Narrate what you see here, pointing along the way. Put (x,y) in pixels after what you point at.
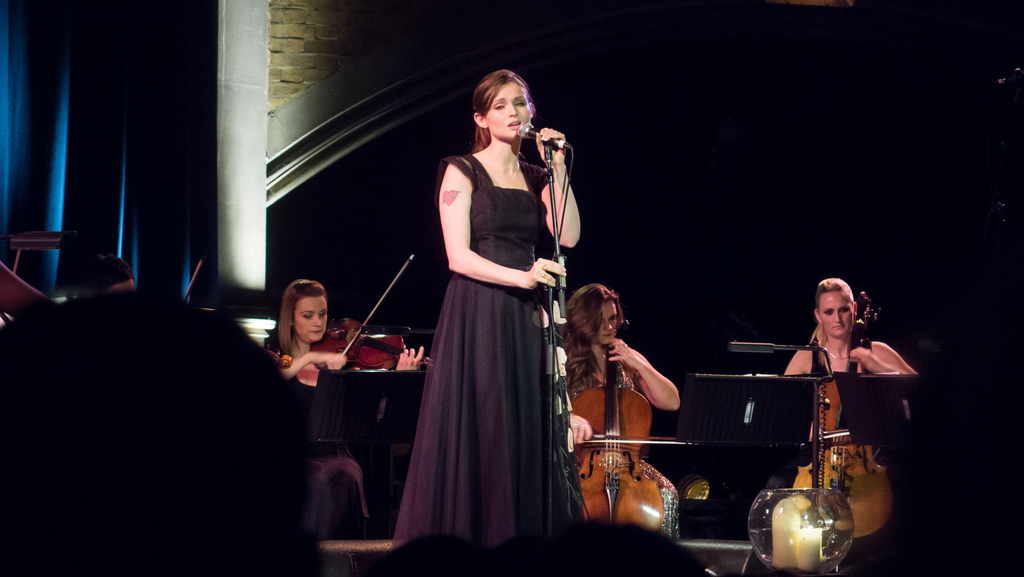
In this picture there is a woman (502,188) holding a mic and singing. There are three women (846,325) who are playing musical instruments (852,344) in the background (840,313). There is a glass bowl (778,532) to the right (790,523). There is a blue curtain (52,153) to the left (67,155).
